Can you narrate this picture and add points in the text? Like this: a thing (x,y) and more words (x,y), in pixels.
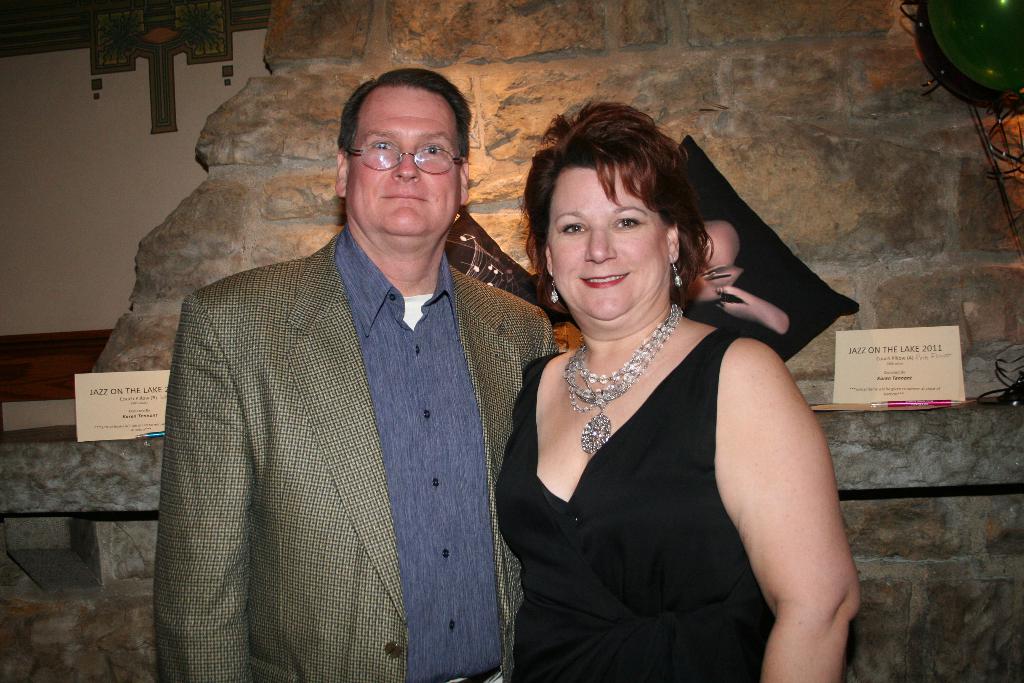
In the image we can see a man (452,467) and a woman (608,514) standing, they are wearing clothes (478,562) and they are smiling, we can see the woman (665,593) is wearing earrings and neck chain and the man (324,279) is wearing spectacles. Behind them, we can see the wall (760,89), paper card (864,365) and text (142,408) on the card (144,409).
